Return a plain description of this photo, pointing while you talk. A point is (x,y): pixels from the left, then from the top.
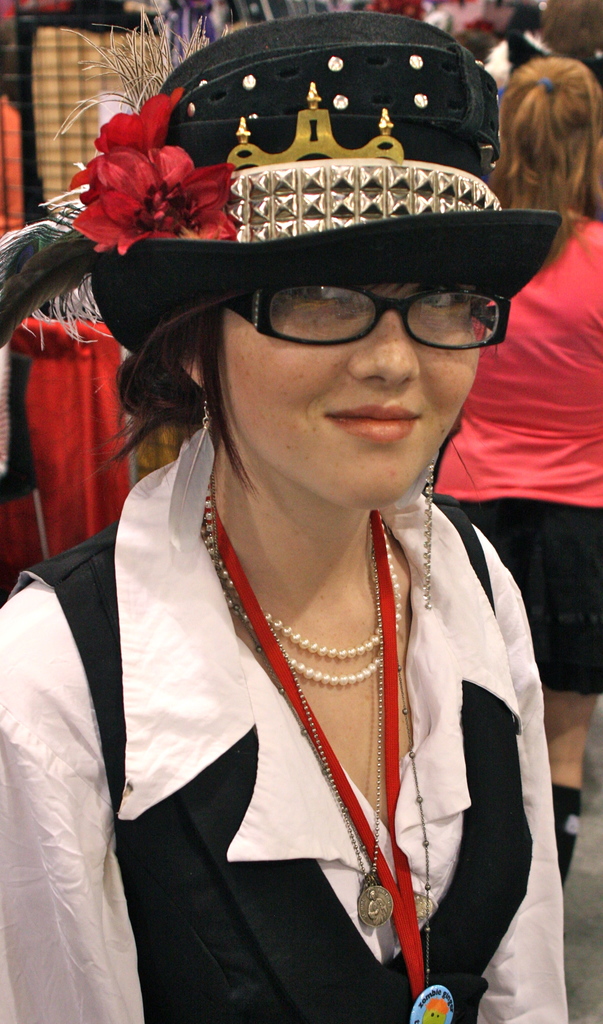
In the center of the image (280,504) we can see a woman (330,521) wearing a black hat (380,159) and smiling. In the background (553,167) we can see another woman (529,124). We can also see the clothes (105,426).
